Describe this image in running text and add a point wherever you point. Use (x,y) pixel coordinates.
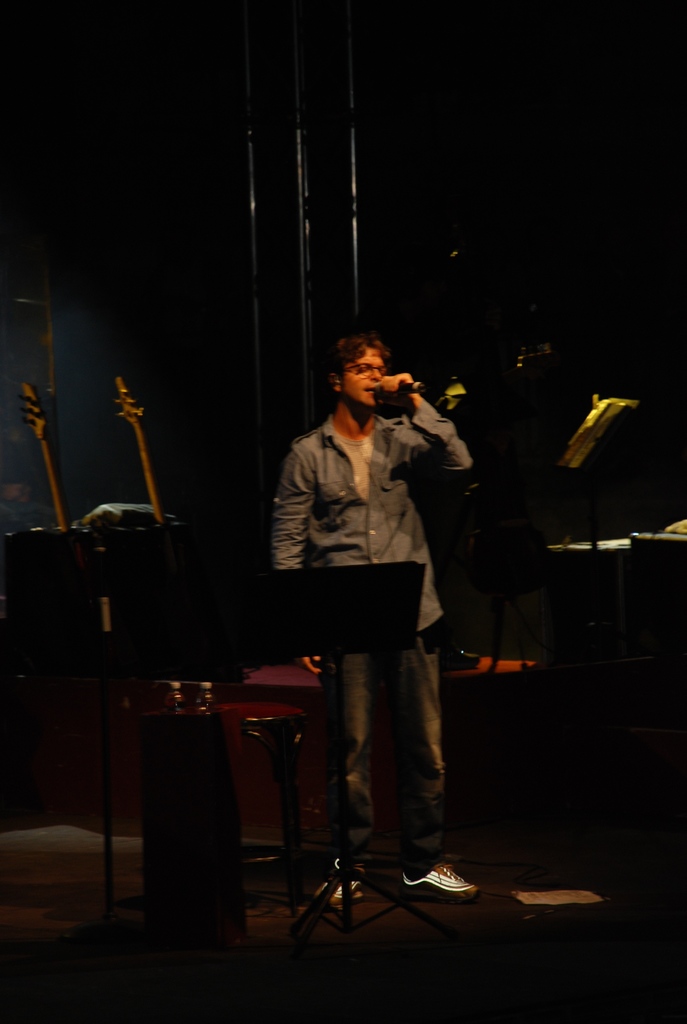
In the picture we can see a man (421,629) wearing blue color shirt (387,545), pant (413,839) and also wearing shoes (430,883) standing and holding microphone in his hands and there are some musical instruments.
